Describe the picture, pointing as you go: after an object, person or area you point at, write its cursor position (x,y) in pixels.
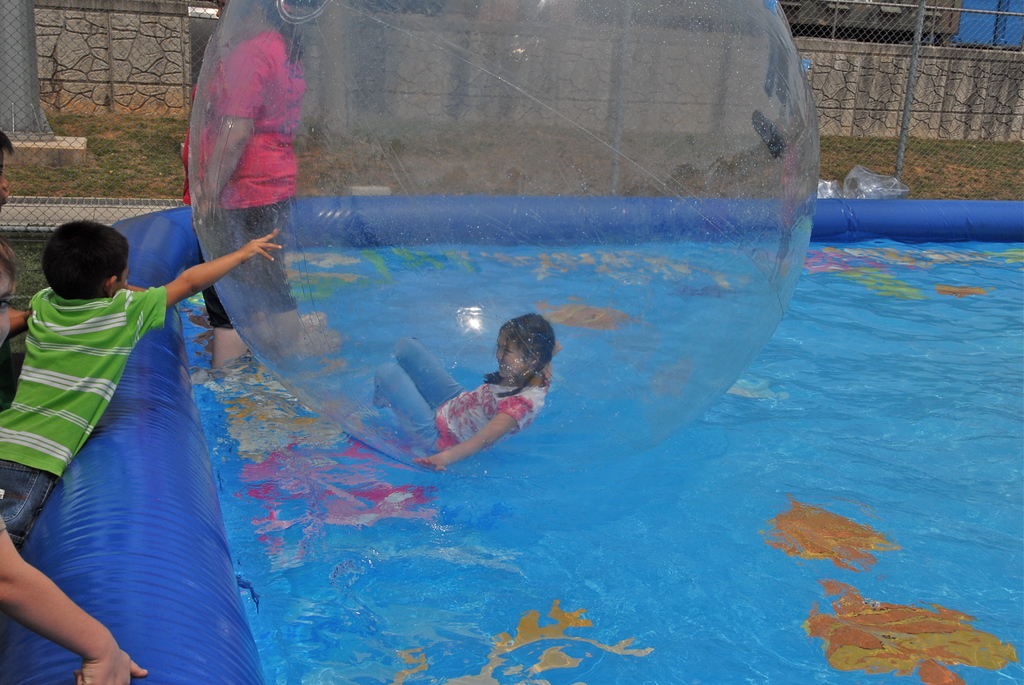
In this image, I can see there are two children (24,528) playing, and on the left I can see one person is standing, and at the back (858,83) there is the wall (860,98).
